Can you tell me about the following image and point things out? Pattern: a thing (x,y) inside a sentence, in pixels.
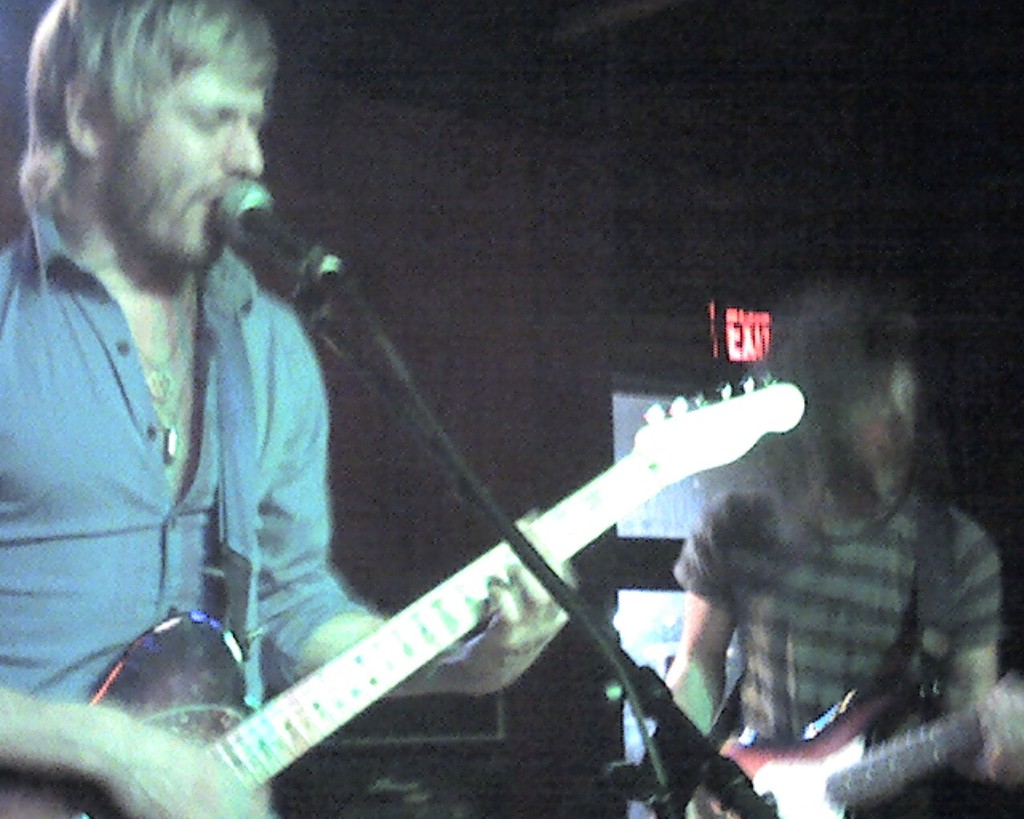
This picture shows two men (742,496) standing and holding guitar (914,766) and we see a man (194,204) singing with the help of a microphone (238,226).
